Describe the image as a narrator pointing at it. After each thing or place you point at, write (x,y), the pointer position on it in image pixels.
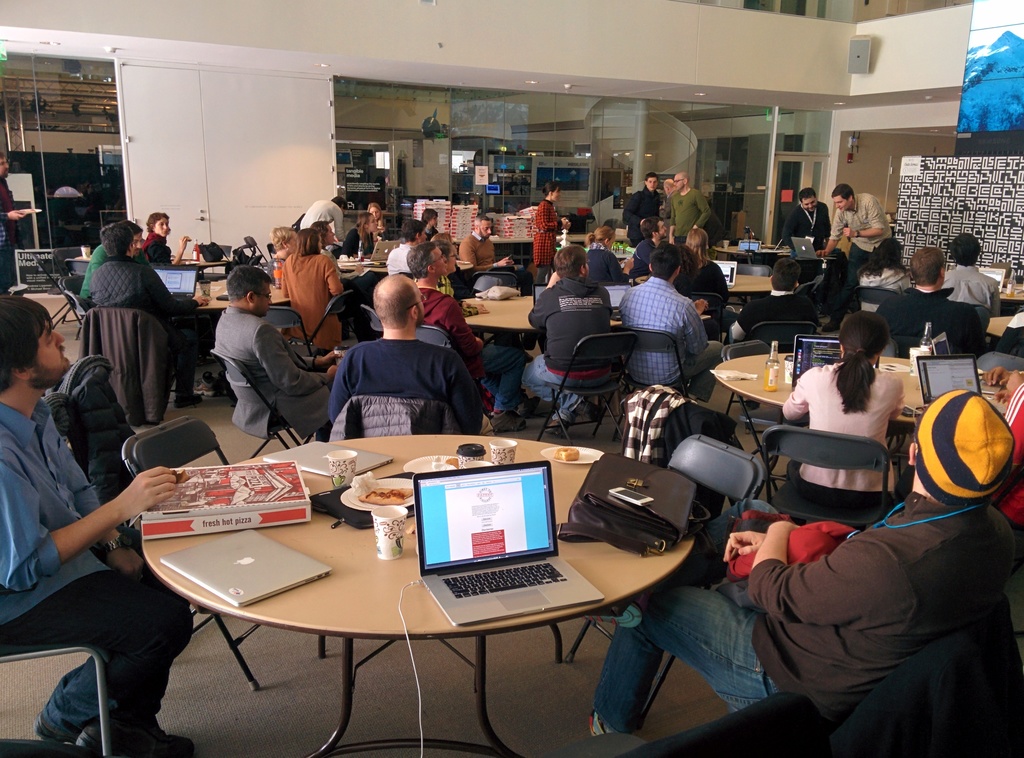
In this image there are group of people (780,667) sitting on the chair (99,662) in front of the table (591,574) on which laptop (545,603), bags (683,523), mobile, plates (601,457), glasses (352,469), bowls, tea cups (338,468) etc. kept. A roof top (593,63) is white in color. And a screen (974,108) is there beside which speaker (849,52) is visible and a glass (720,151) visible. This image is taken inside a hall (621,424).
